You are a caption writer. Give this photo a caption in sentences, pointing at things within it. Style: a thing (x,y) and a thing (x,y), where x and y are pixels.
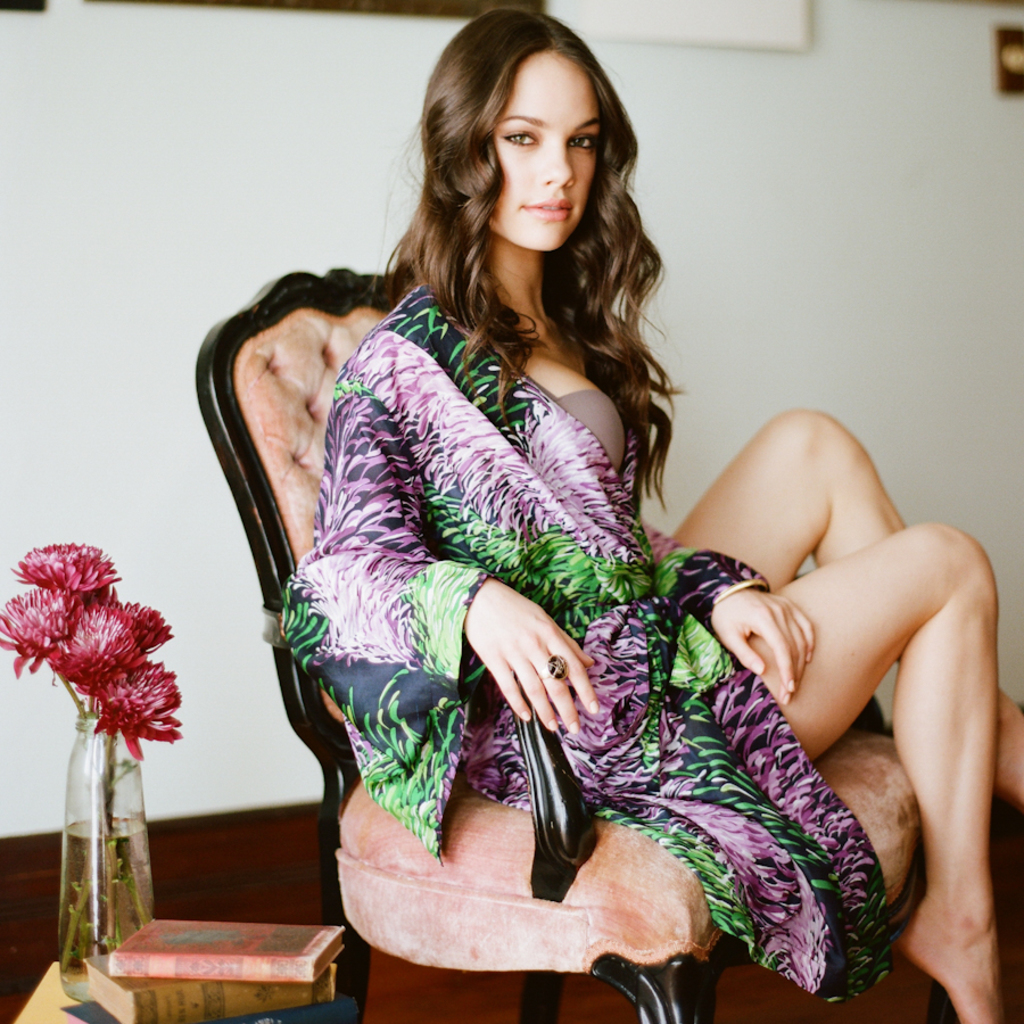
In the image we can see a woman (873,507) sitting, wearing clothes (502,544), finger ring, bracelet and she is smiling. She is sitting on a chair (561,912). Here we can see the flowers (112,664) in the bottle (129,813) and there is even water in the bottle (92,804). Here we can see the books (240,951) and the wall (117,414).
